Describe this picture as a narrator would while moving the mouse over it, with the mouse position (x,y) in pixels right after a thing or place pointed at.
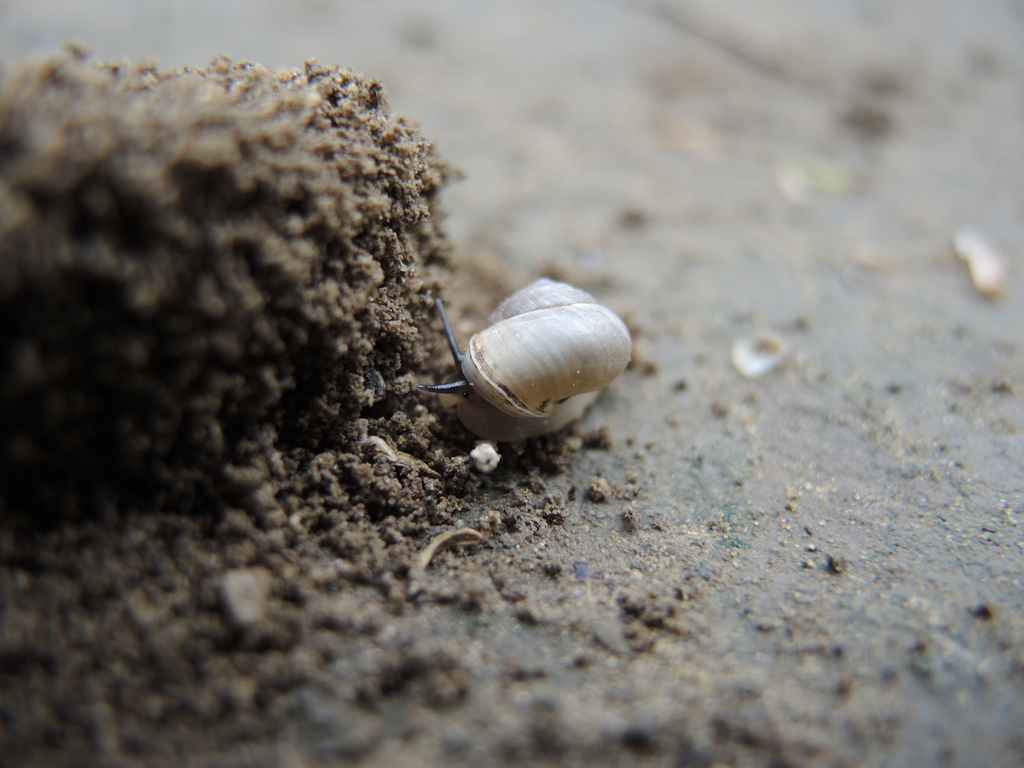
In this image I can see a snail (554,355) in white and black color.
